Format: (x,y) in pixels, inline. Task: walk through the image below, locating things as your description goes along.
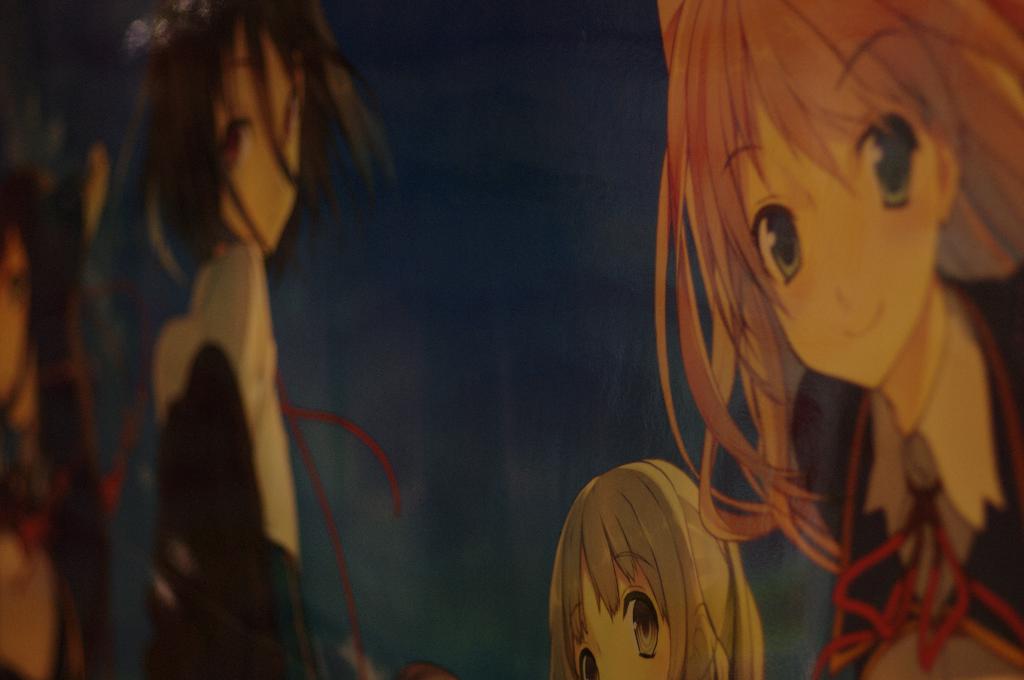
In this picture I can observe four cartoon images (603,537). One of these cartoons (209,455) is smiling. These are the images of girls (829,176). The background (508,117) is dark.
